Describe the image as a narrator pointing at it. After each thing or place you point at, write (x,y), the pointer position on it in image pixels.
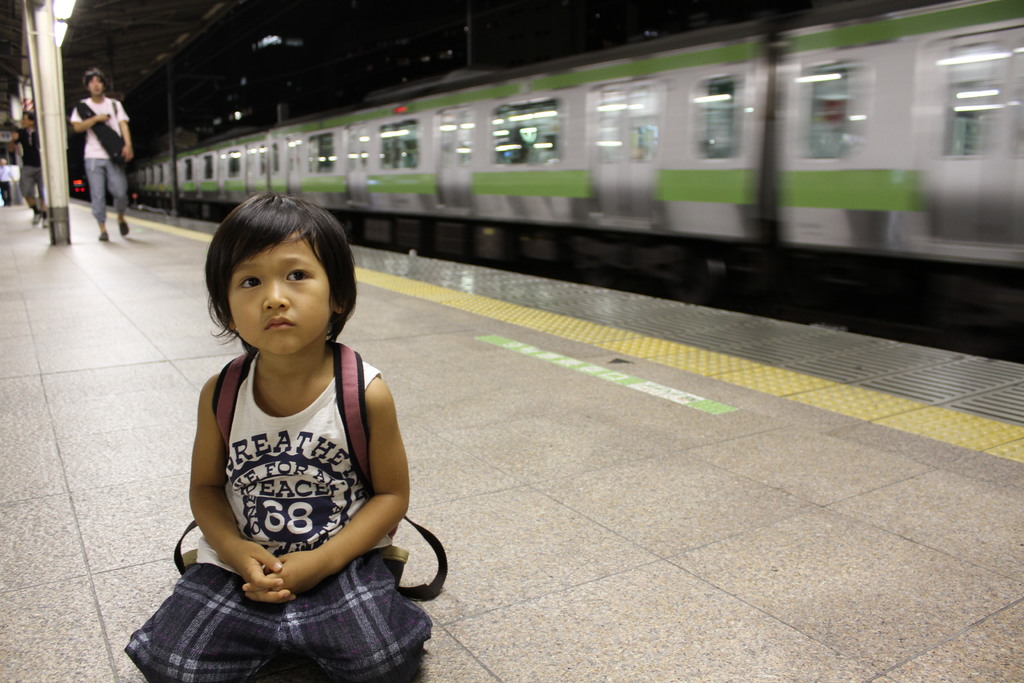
In this image there is a kid (276,469) who is kneeling down on the platform (500,635). Behind the kid (346,465) there is a train (504,158) on the railway track (878,318). On the left side (103,115) there are few people (95,171) walking on the platform (124,264). At the top of the platform (95,299) there are lights (65,22).
